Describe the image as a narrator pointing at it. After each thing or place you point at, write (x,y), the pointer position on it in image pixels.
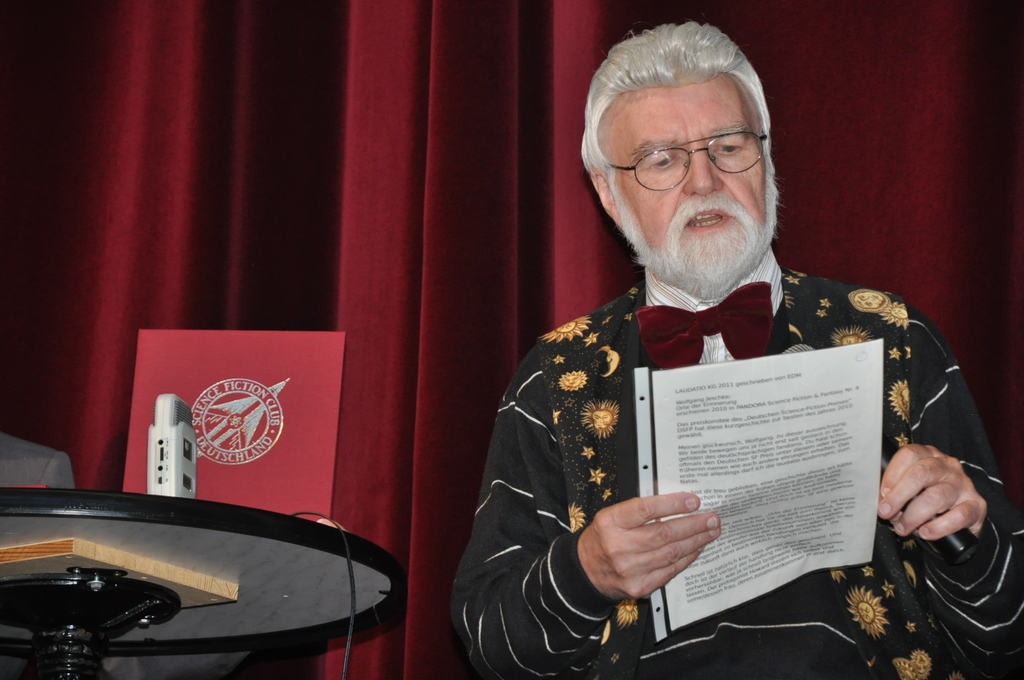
In this image I can see a person (675,639) standing on the right (752,433), he is holding a microphone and a paper (785,405). There is a stand (116,617) on the left (82,596). There are curtains (305,228) at the back (321,268).
